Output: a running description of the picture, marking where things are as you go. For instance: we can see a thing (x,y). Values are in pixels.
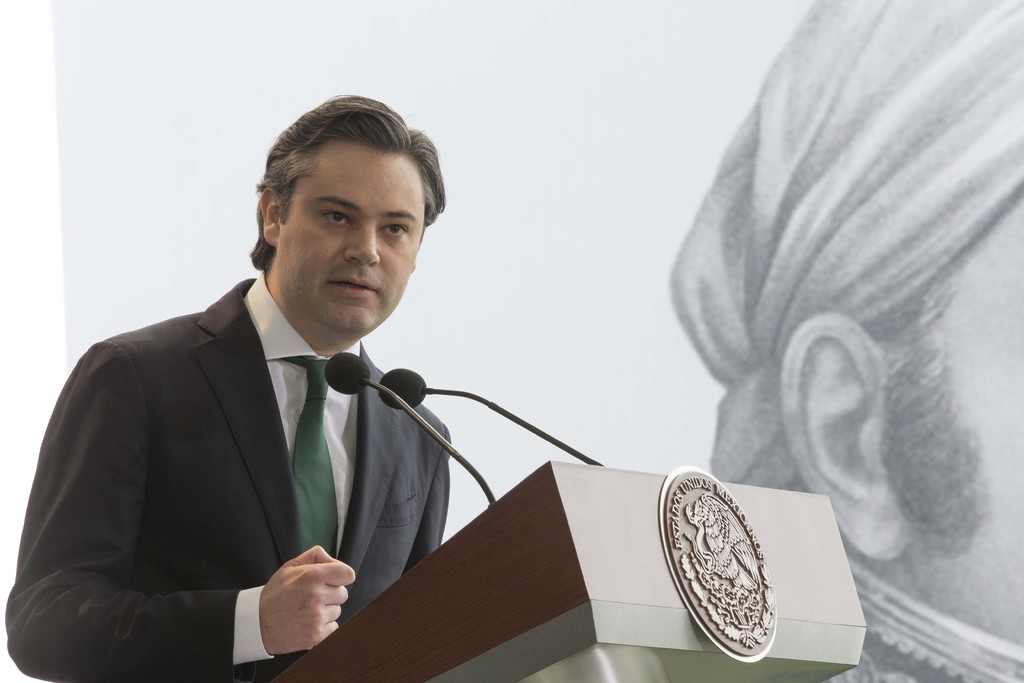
In this image we can see a man (421,477) standing in front of the podium (552,511) and also the mikes (404,402). In the background (782,350), we can see the depiction (848,320) of a person (973,361) on the wall (616,191).
